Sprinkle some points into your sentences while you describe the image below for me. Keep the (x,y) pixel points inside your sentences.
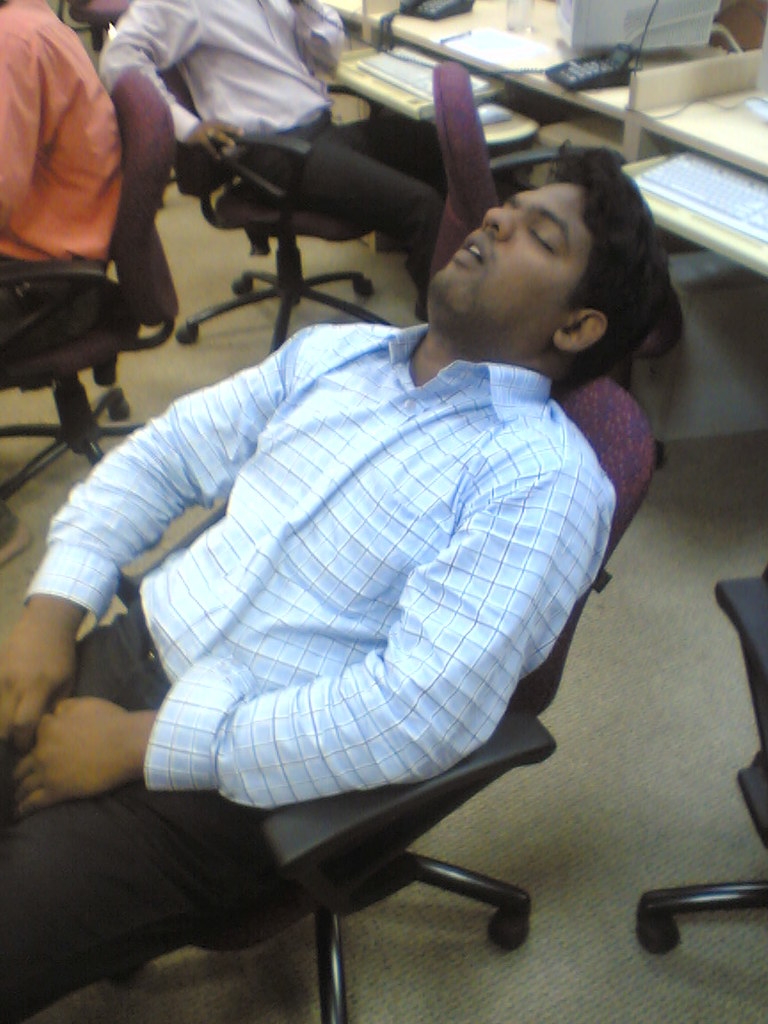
In this image I can see a three person (276,526) sitting on the chair (366,829). The man (342,607) is sleeping. At the back side (408,75) there is a system (592,42), keyboard (404,66) on the table (397,33).
